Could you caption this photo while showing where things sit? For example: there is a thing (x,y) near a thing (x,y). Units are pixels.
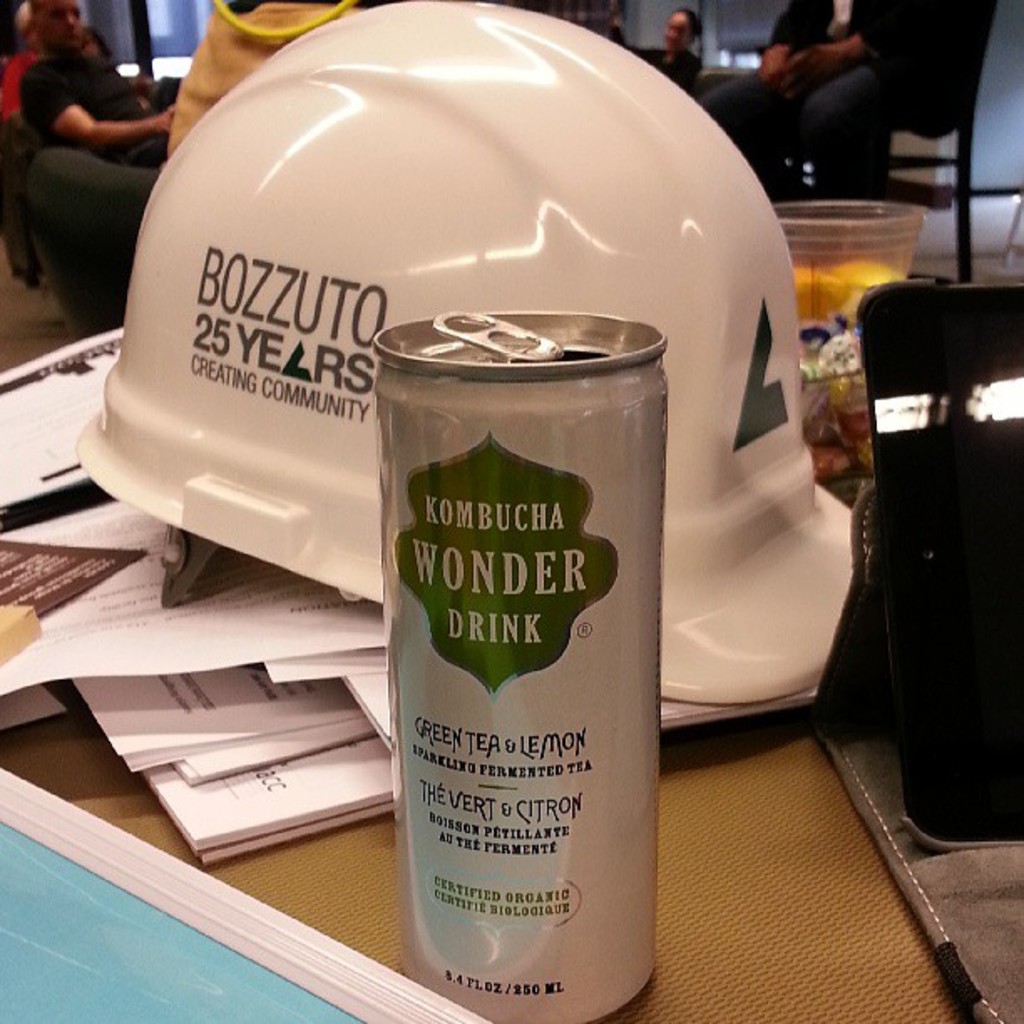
In this image, we can see persons (78,106) wearing clothes (855,29). There is a helmet (346,270) on papers (235,699). There is a tin (490,579) at the bottom of the image (564,805). There is a tablet (978,656) on the right side of the image (975,619).
